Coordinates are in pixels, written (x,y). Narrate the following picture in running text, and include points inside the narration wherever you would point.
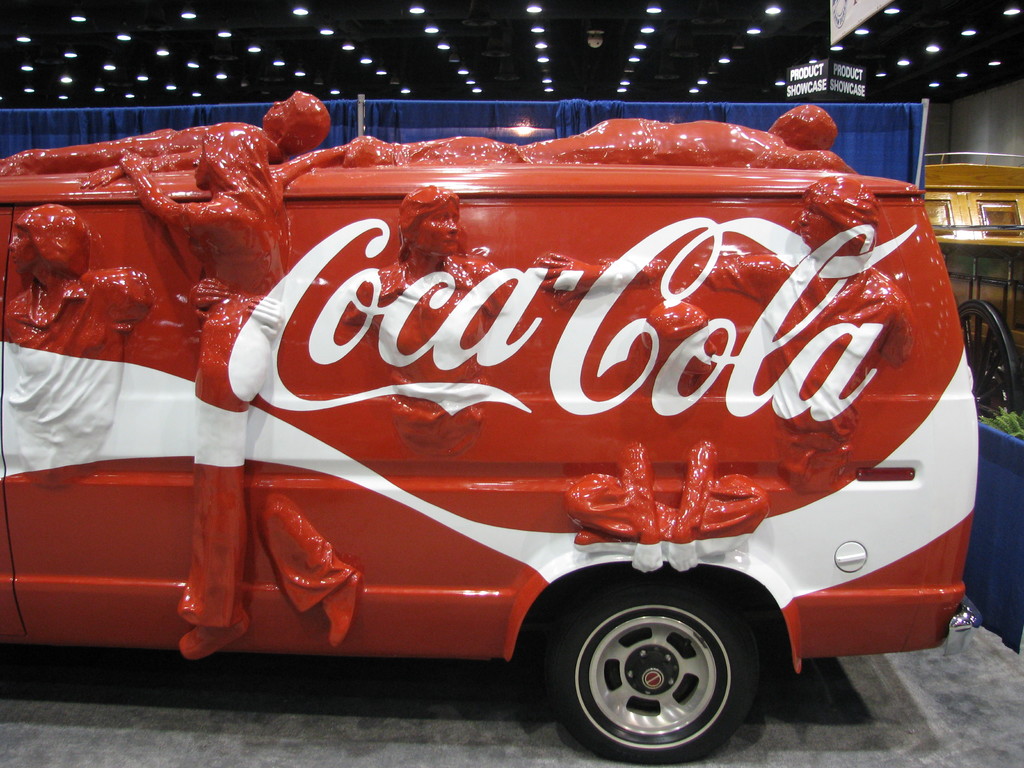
In the foreground of the picture (610,283) there is a truck (350,344), on the truck (338,277) there are sculptures (567,269) of people (567,269) and text (580,311). In the center of the picture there is a blue curtain (594,103). On the right (1005,305) there is a cart like object (970,273). At the top (124,40) there are lights (124,40), board (857,17) and other objects (860,5).
